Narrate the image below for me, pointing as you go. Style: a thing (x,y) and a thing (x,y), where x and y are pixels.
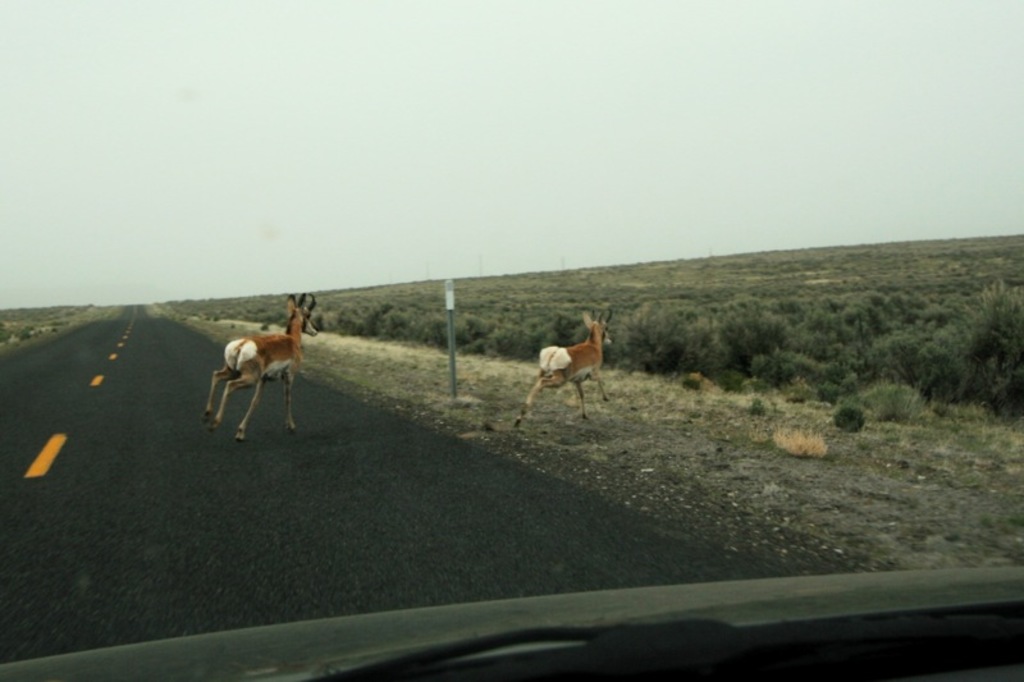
In this image, we can see a few animals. We can see the ground (472,423). We can see some grass (810,429), plants (819,395). We can see an object (544,659) and we can see the sky (855,243). We can see a pole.
